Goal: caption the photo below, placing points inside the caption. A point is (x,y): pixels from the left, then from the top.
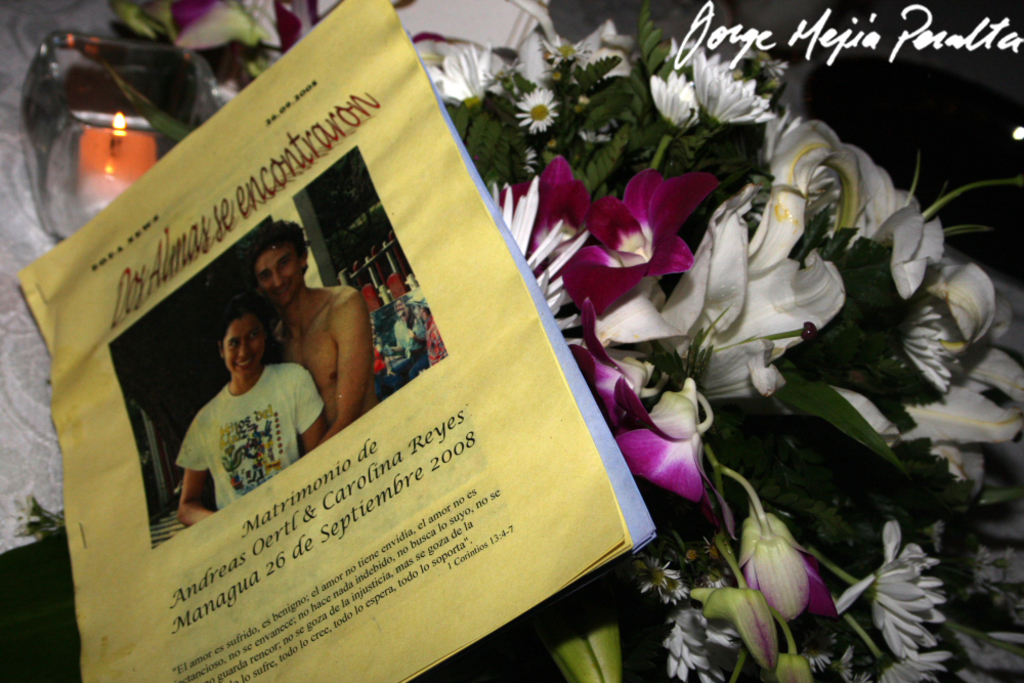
In this image, we can see a poster (220,400) with some image (341,381) and text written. We can also see some flowers (703,64). We can see a candle (113,153). We can also see a white colored object (42,381). We can also see some text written on the top right corner (724,33).
